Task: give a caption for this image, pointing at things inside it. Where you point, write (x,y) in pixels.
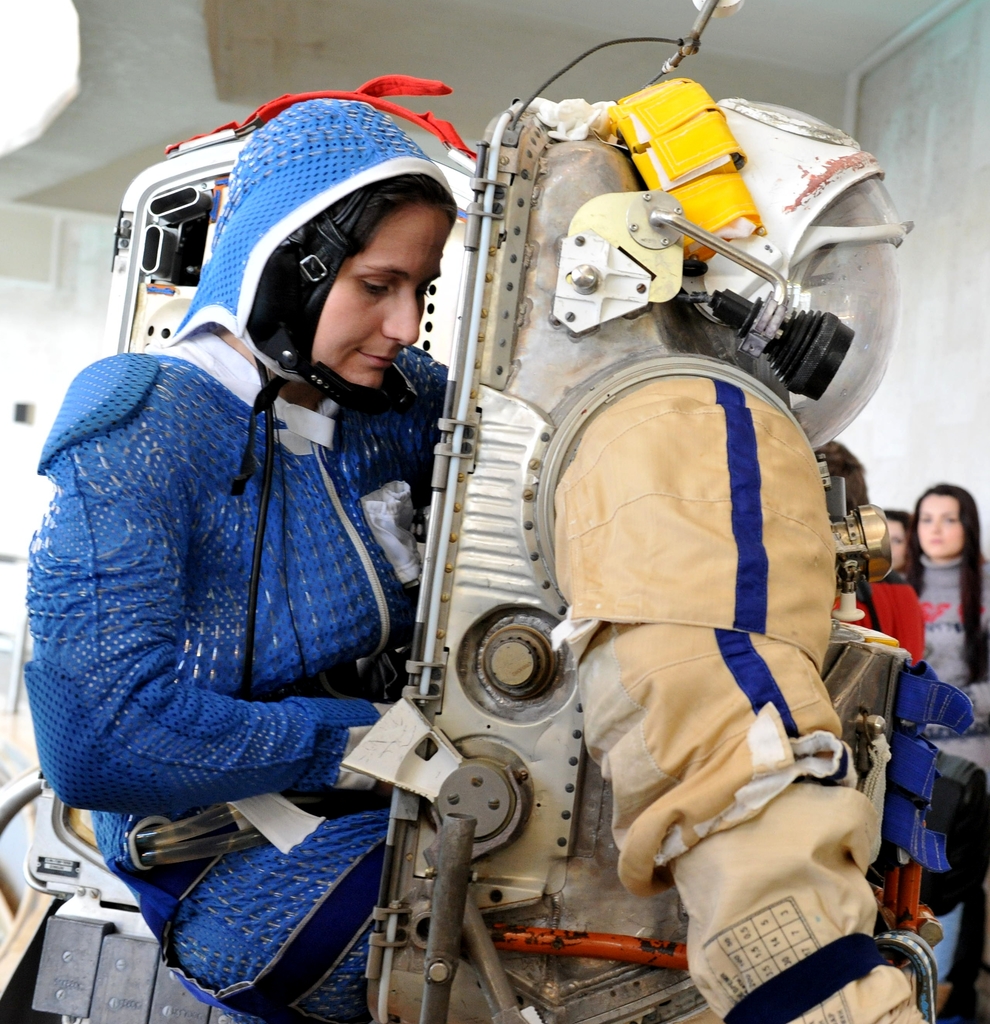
In the picture we can see a woman (43,764) wearing and blue color costume (43,764) and going to wear a space person dress (551,955) and behind we can see some women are looking at her and in the background (941,216) we can see a wall (22,697).
